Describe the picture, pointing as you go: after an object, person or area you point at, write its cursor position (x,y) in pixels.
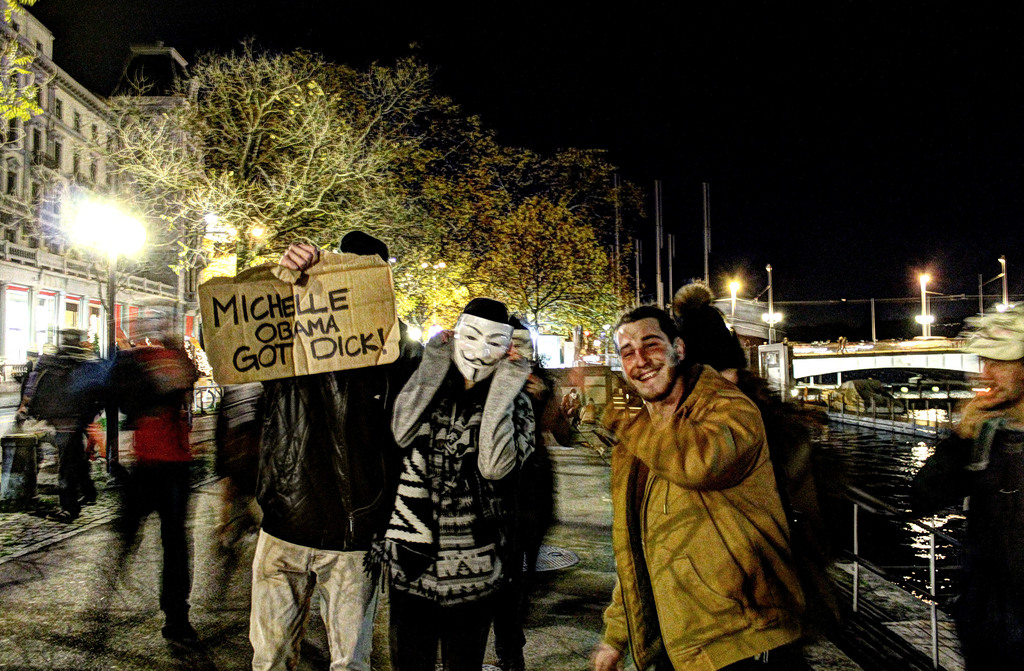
In this picture we can see some people (87,470), cardboard sheet (310,339), face mask (466,339), water (903,465), fences (875,426), bridge (827,369), light poles (775,317), trees (543,321), buildings (7,324) and some objects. In the background (611,89) it is dark.
